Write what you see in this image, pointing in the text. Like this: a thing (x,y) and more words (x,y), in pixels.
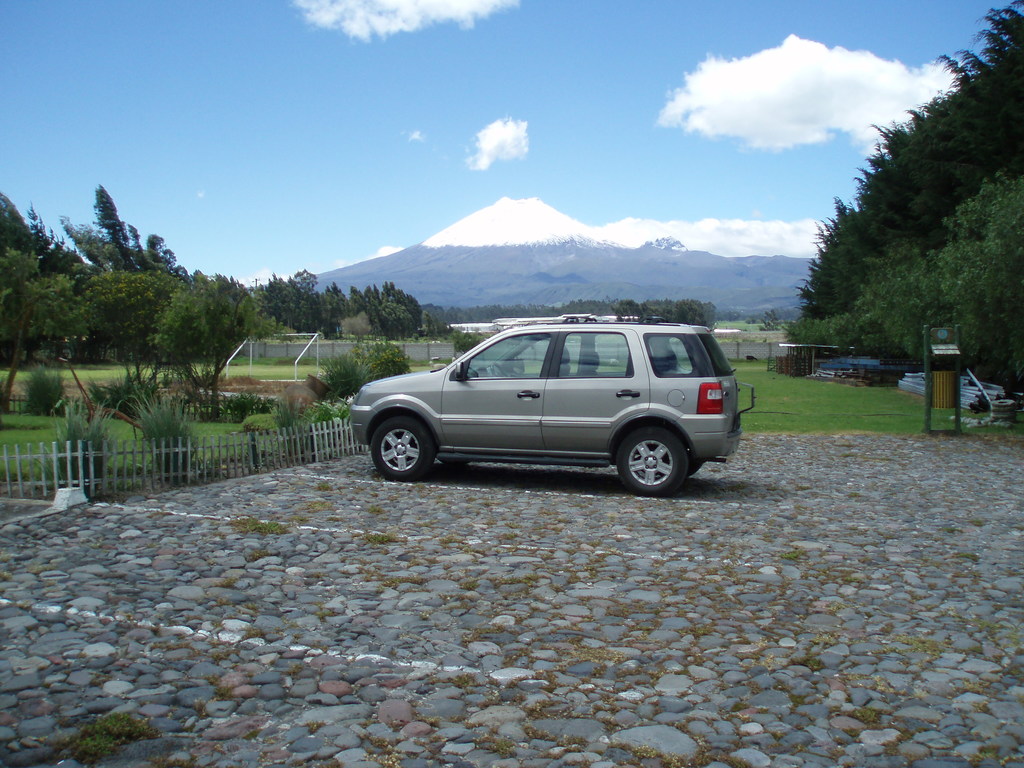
In this image there is the sky (498,118) towards the top of the image (530,109), there are clouds (817,97) in the sky (536,94), there are mountains (542,247), there are trees (932,111) towards the right of the image (959,207), there are trees (225,285) towards the left of the image (202,291), there is grass (792,393), there is a fence (281,351), there are poles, there is a dustbin (946,373) towards the right of the image (940,346), there is a wooden fence (134,456) towards the left of the image (128,468), there is a car (559,397), there are stones (510,609) on the ground (720,595).
